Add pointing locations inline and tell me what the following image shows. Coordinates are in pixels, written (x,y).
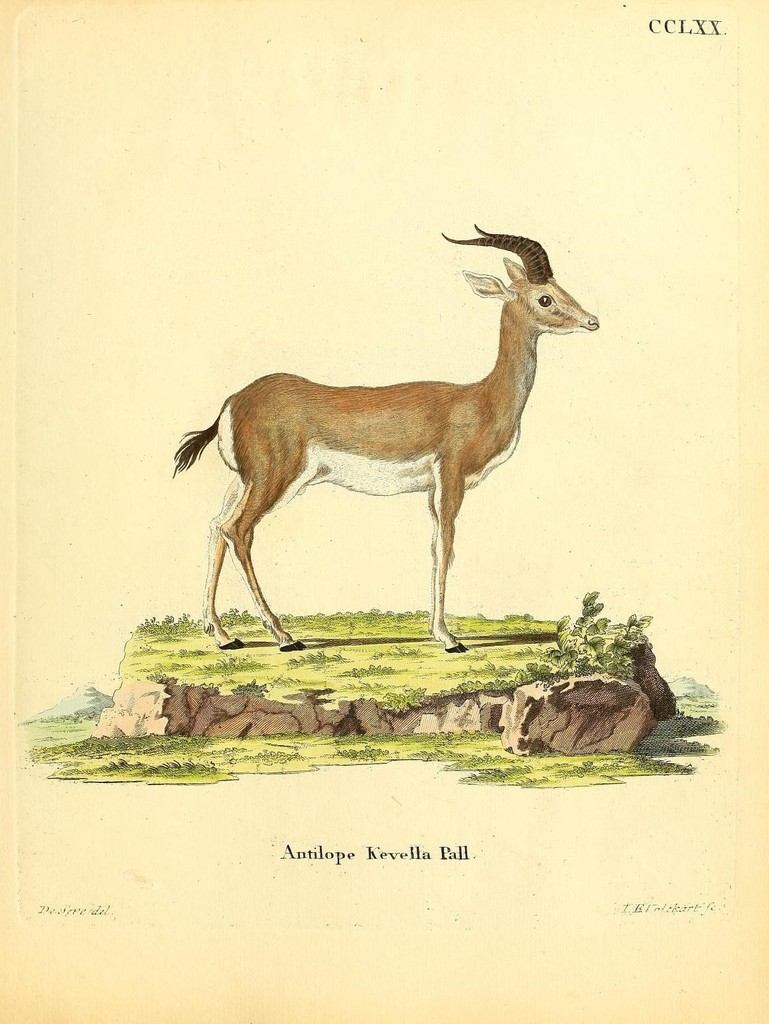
In this image we can see a page (300,694) with text (650,27) and we can see an animal (296,650) standing on a grassy rock (393,704).
